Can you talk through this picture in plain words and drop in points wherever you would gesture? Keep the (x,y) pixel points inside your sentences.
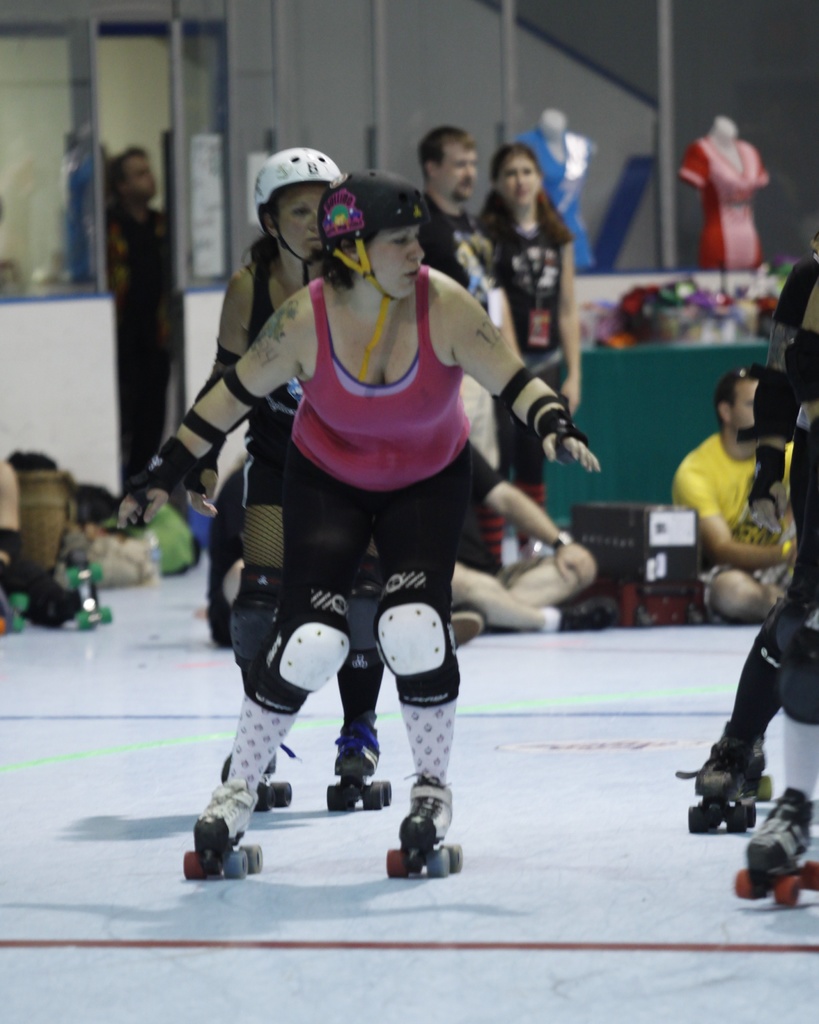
In this image, we can see people (355,254) wearing helmets (397,197) and skating on the floor (565,848). In the background (667,233), there are some other people (720,383) and we can see mannequins (716,197), rods (376,167) and some other objects (47,511), boxes (626,504) and there is a wall (728,93).
